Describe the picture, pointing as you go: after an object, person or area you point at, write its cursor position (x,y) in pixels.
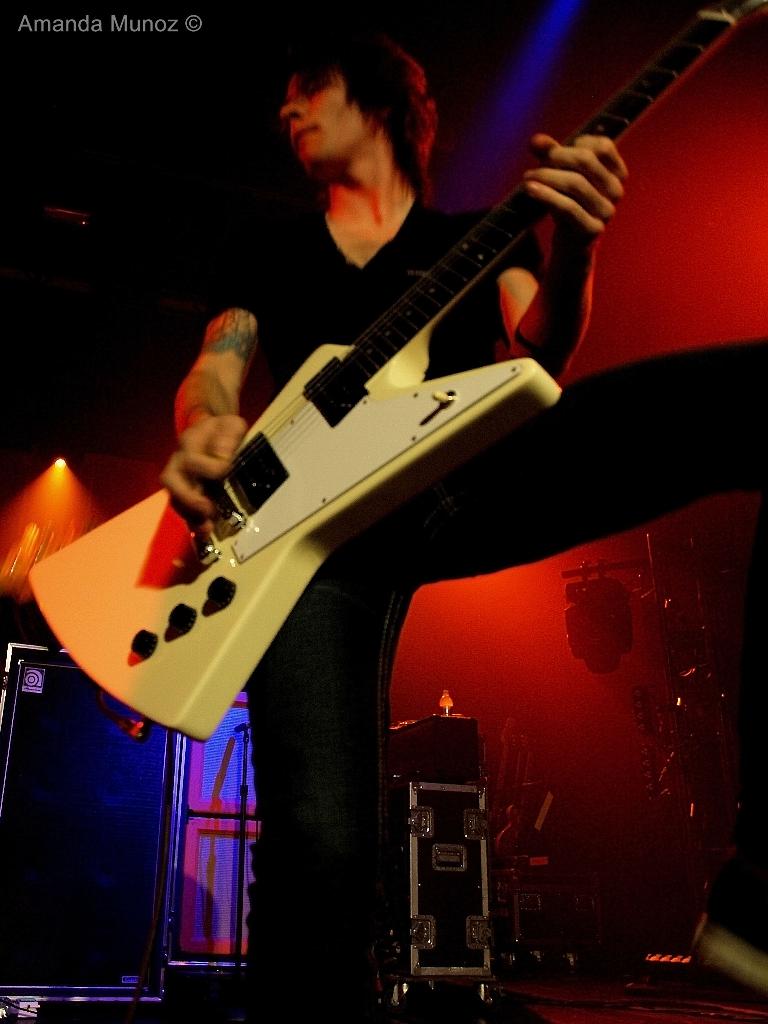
In this picture there is a guy (494,467) in black shirt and black pant (290,716) who is holding a guitar (398,346) and playing it and behind him there are some speakers (55,856) and some other instruments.
